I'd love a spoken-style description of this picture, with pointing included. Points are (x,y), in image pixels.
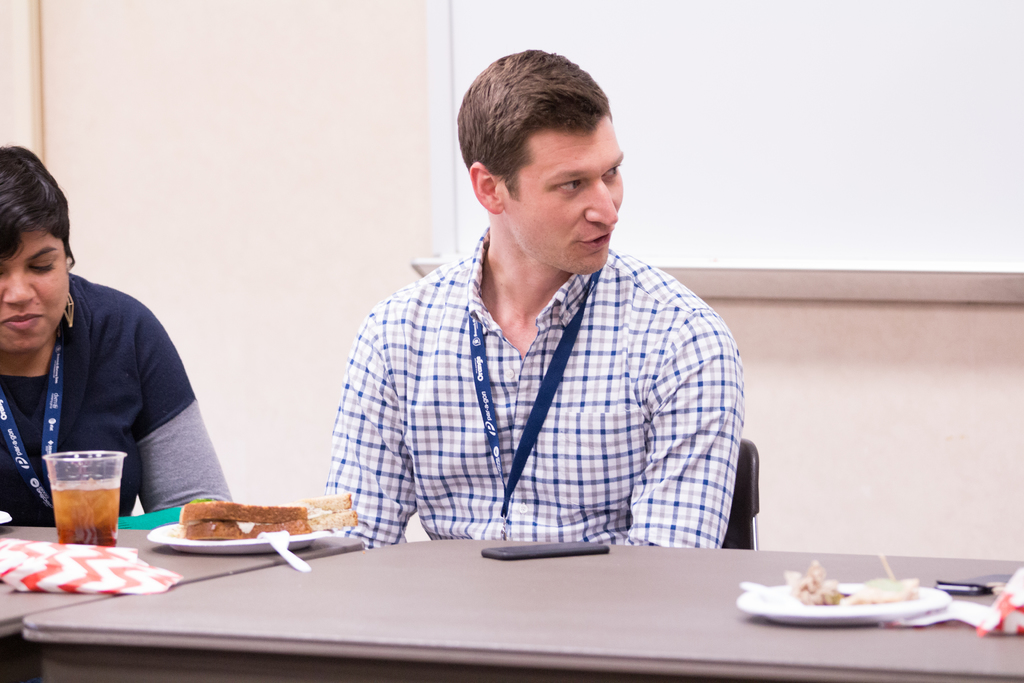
In this image i can see a man (587,358) and a woman (88,351) sitting on chairs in front of a table (479,592), On the table (557,568) i can see a mobile (494,555), a plate (196,541), a glass (74,537) and few food items (266,506). In the background (871,380) i can see a wall (871,363) and a whiteboard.
